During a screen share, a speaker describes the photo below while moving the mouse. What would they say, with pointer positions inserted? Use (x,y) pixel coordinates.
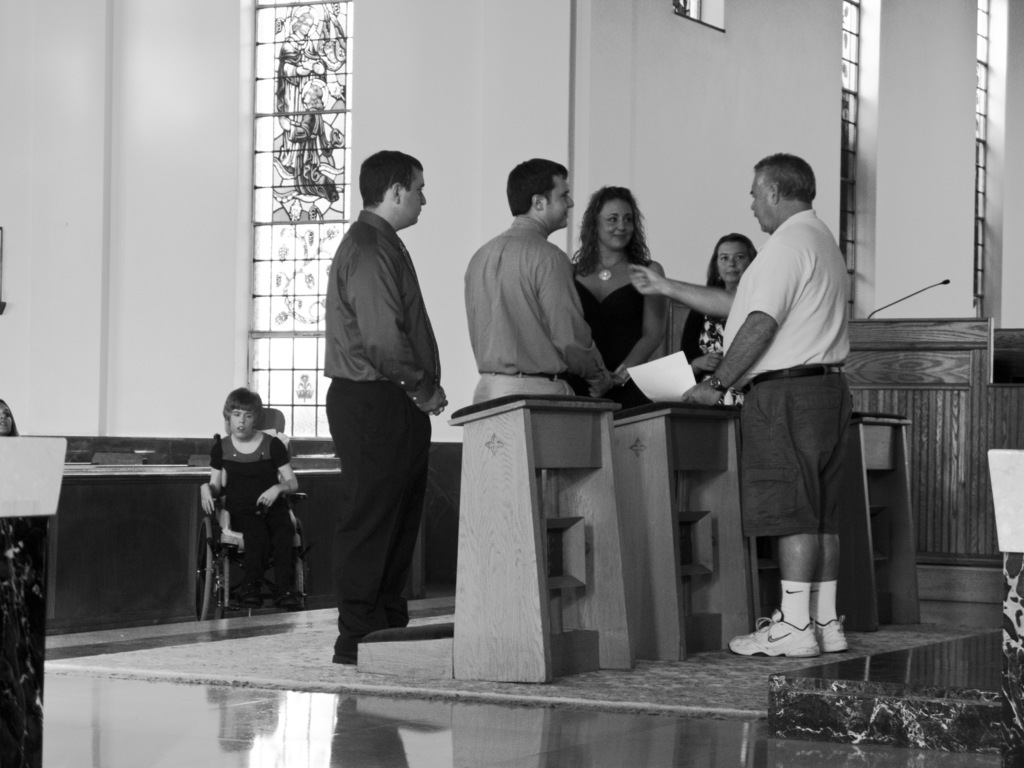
5 persons (426,331) are standing on the stage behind them there is a wall (456,107).
